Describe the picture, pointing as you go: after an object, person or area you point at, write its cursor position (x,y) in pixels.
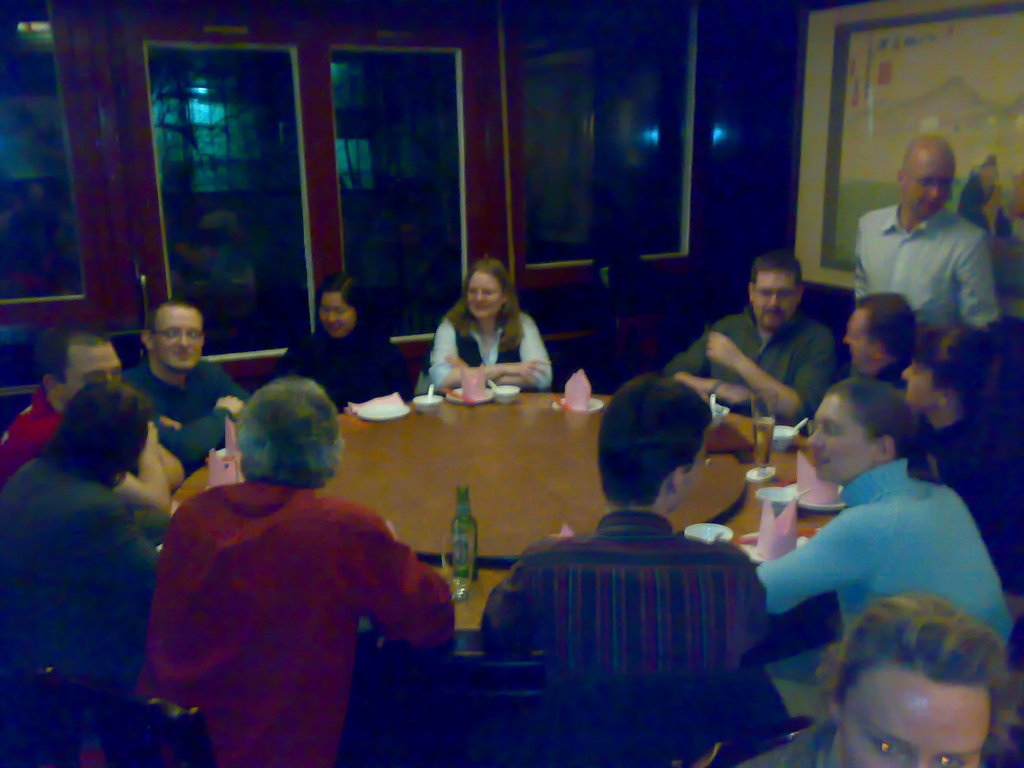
In this picture I can see number of people (335,420) sitting around a table (397,482) and on the table (453,405), I can see a bottle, a glass (762,448) and other few things (799,477). On the right side of this picture (920,216), I can see a man (893,266) standing and on the right bottom corner of this picture (843,684), I can see a person's face (948,661). In the background (405,144) I can see the glasses (385,121). I can also see an art (932,73) on the right top of this picture (869,113).
